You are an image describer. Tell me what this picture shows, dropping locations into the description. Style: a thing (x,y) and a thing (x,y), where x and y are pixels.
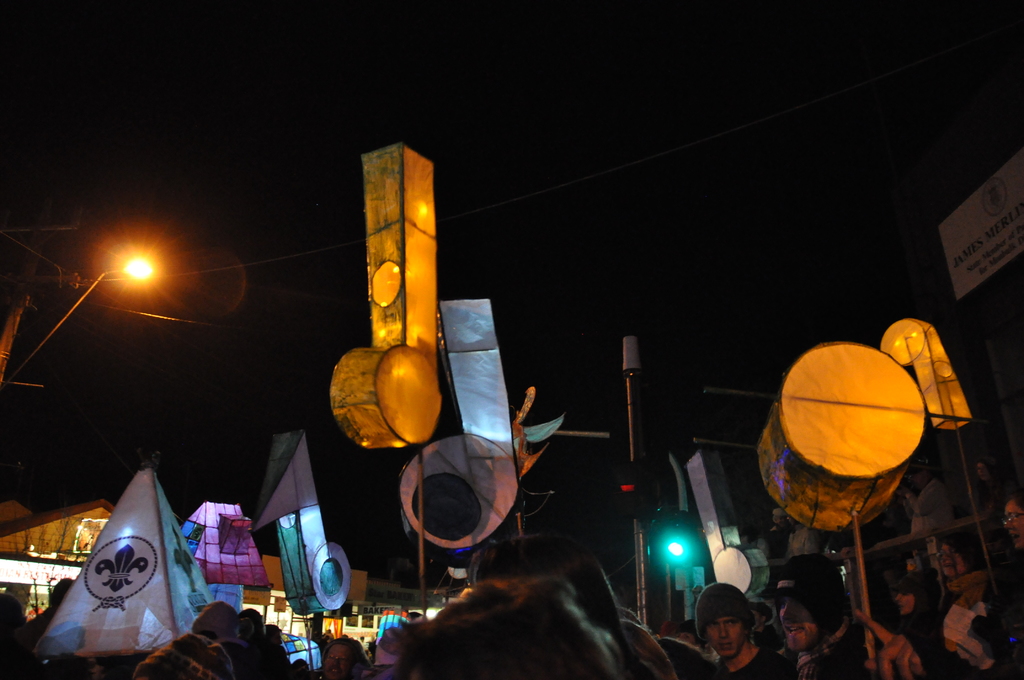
In the picture we can see some group of persons (502,601) standing, there are some objects (121,552) and top of the picture (135,223) there is dark sky (110,215).
